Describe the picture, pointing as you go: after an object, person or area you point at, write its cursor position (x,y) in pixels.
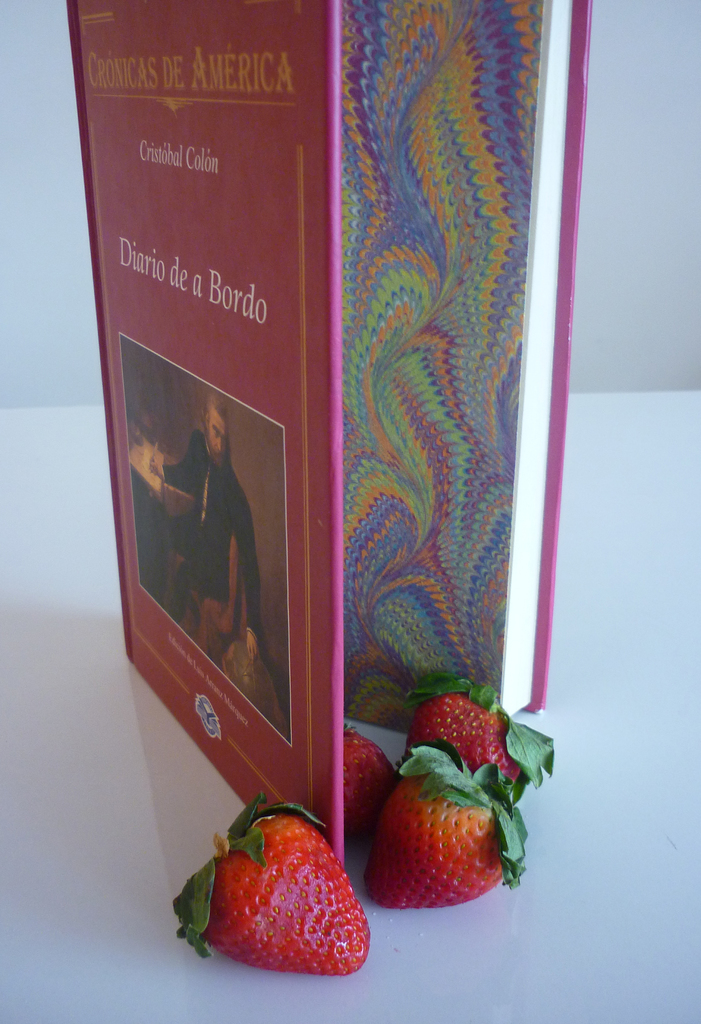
There is one book (318,416) and strawberries (466,886) are kept on a white color surface (564,782) as we can see at the bottom of this image (197,695), and there is a wall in the background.
